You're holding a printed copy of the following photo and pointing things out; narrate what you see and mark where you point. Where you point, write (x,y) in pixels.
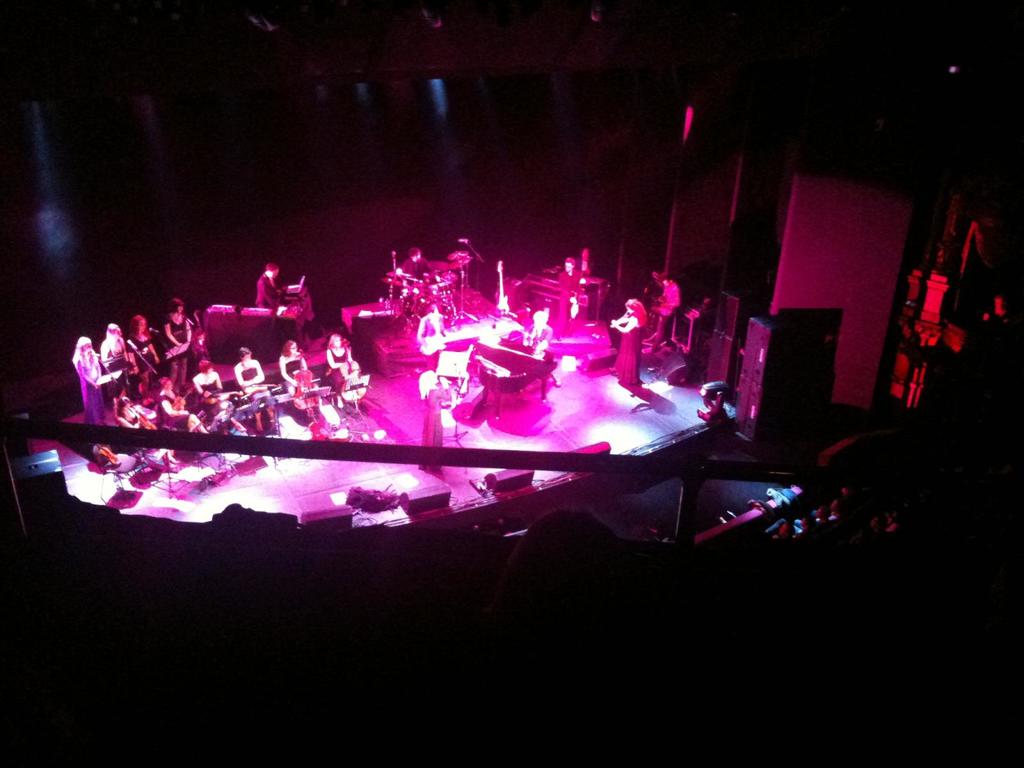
In this image we can see a group of people (442,406) standing on the ground (398,428), a group of musical instruments (522,367) placed on the ground (529,411). One woman (431,380) is holding a microphone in her hand (443,383). In the center of the image (435,503) we can see group of speakers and lights (705,389) placed on the stage (467,440). In the foreground (286,448) we can see some people (608,615) and a metal railing (176,441).
